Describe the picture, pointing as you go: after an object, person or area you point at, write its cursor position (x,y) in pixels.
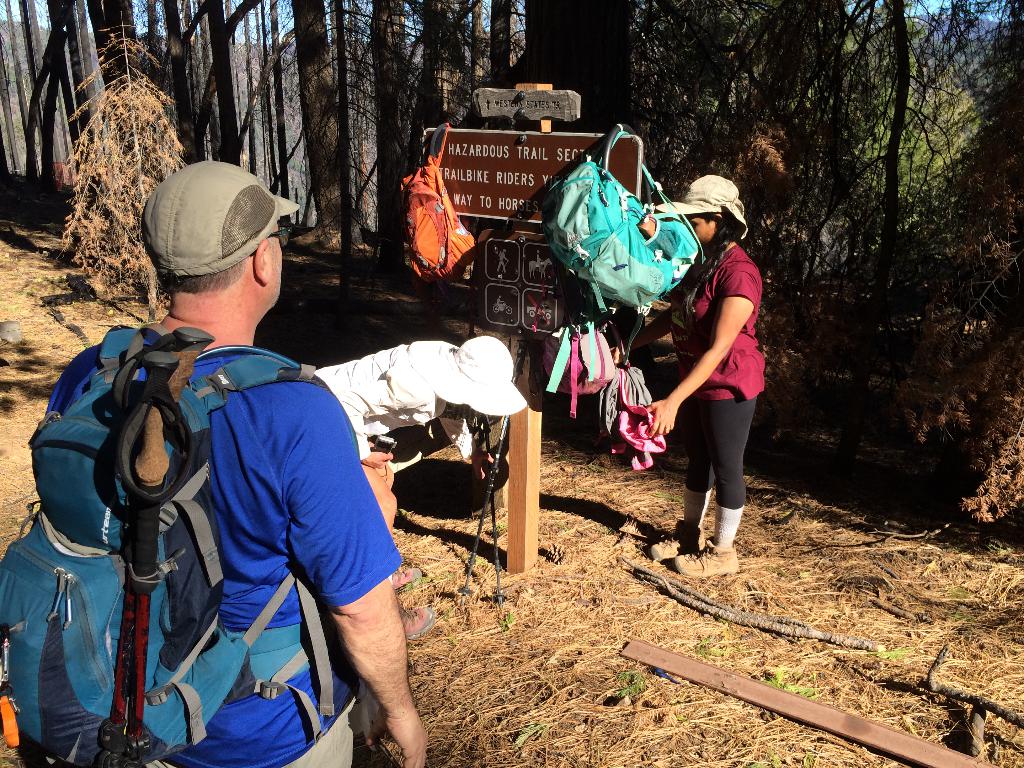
There are three person (316,568). The two persons (329,587) are standing. They are wearing a cap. On the left side of the person (236,463) is wearing a bag (315,628). In the center side of the person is sitting like squat position. We can see in background (220,100) trees (387,231), wooden stick (510,525) and name board (514,271).
